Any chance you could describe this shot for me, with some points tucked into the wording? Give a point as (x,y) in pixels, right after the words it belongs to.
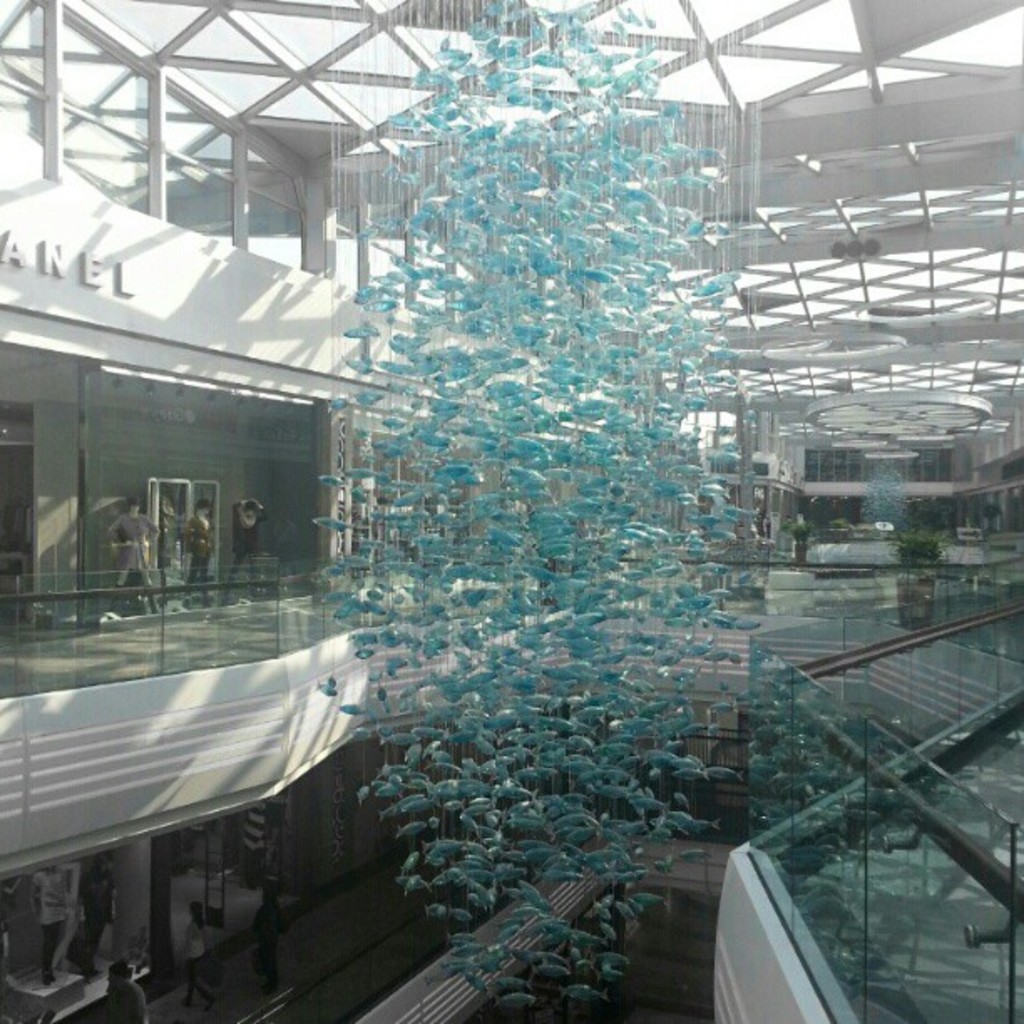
This is an inside view of a building (225,991). On the left side (122,1017), I can see the floors (119,672) and few people (132,1007) are standing. On the right side (880,818) there is a railing (840,820) which is made up of glass (790,794). In the middle of the image (503,569) I can see a chandelier (574,310).
